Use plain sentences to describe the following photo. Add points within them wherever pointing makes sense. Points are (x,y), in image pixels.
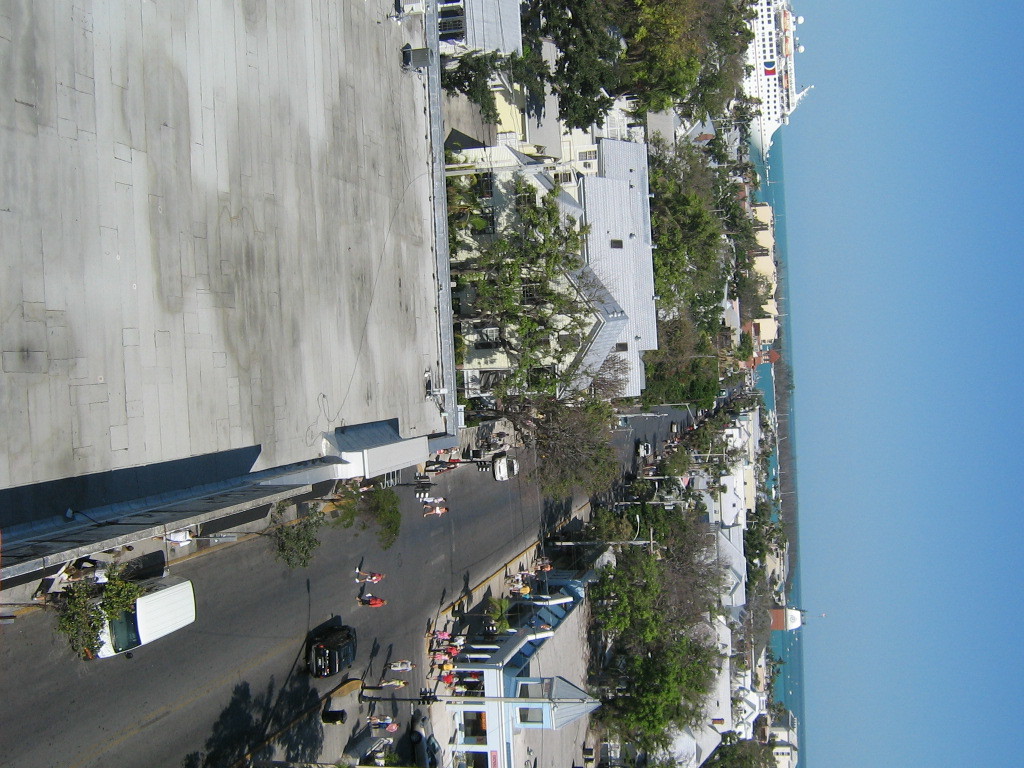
This image is in right direction. At the bottom (270,596) there is a road (255,618) and I can see few vehicles (161,626) on the road (353,572). On both sides of the road (378,560) there are many buildings (577,712) and trees (617,640). At the top of the image (778,76) there is a ship (773,69). On the right side (871,254), I can see the sky (937,443) in blue color.
